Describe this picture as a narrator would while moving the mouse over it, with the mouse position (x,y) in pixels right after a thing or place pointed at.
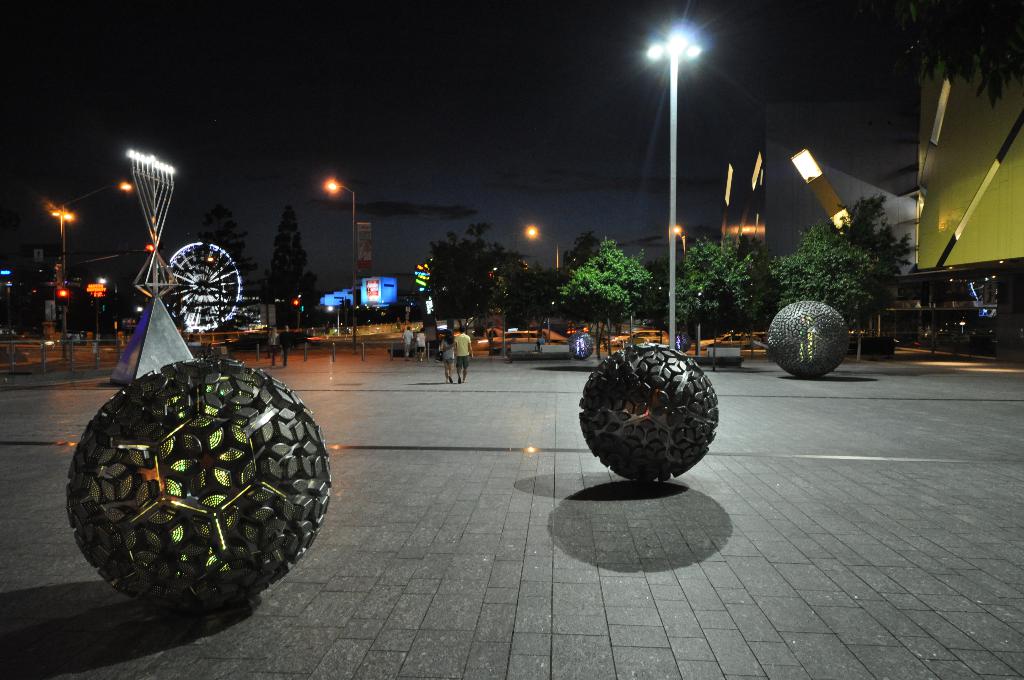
In this picture we can see some balls (229,586) are placed on the road (402,500), some people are walking on the road (422,383) and there are some buildings (964,138).
